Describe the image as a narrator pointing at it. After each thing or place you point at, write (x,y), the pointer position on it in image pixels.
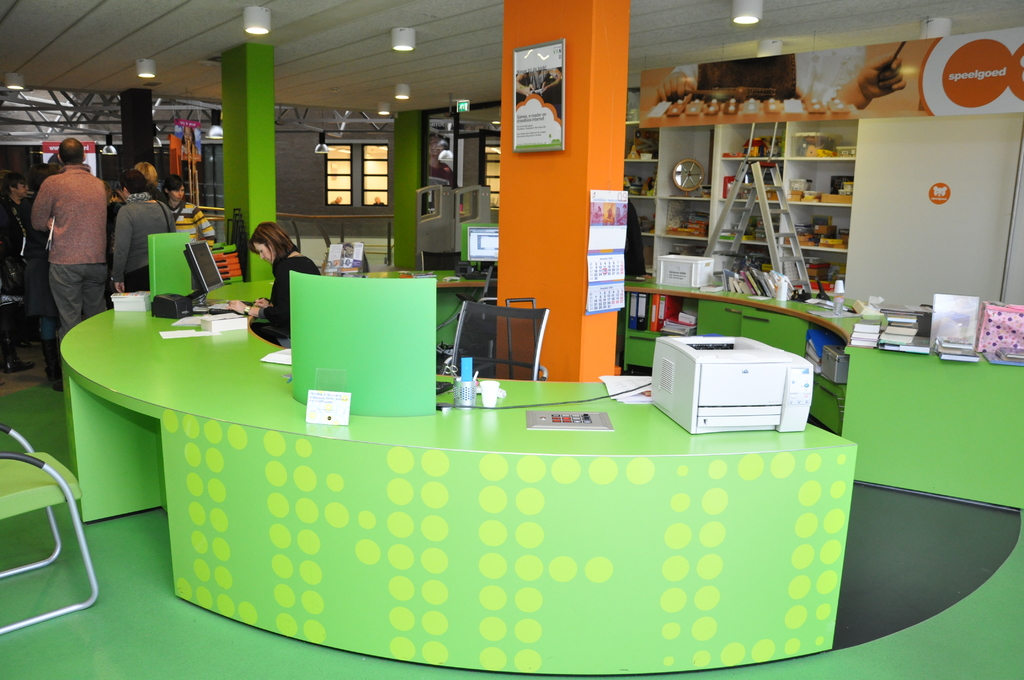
In this image we can see some people (45,259), table (248,385), monitors (200,282), printer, chairs (500,324), racks (635,333) filled with some objects (815,230), pillars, lights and we can also see the windows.
